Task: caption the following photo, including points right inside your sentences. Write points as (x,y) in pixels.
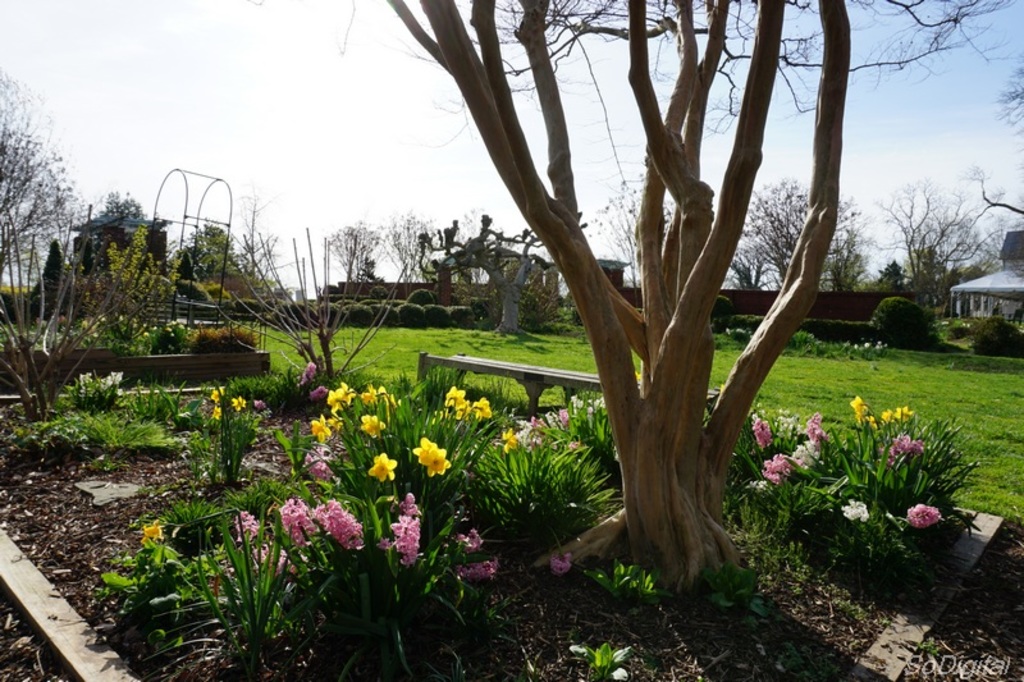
In this image, we can see trees (677,124), sheds (94,234), stands (223,290), benches (497,369), plants (329,403), flowers (848,349), bushes (479,321). At the bottom (973,657), there is some text (932,665) and at the top (226,84), there is sky (262,80).
